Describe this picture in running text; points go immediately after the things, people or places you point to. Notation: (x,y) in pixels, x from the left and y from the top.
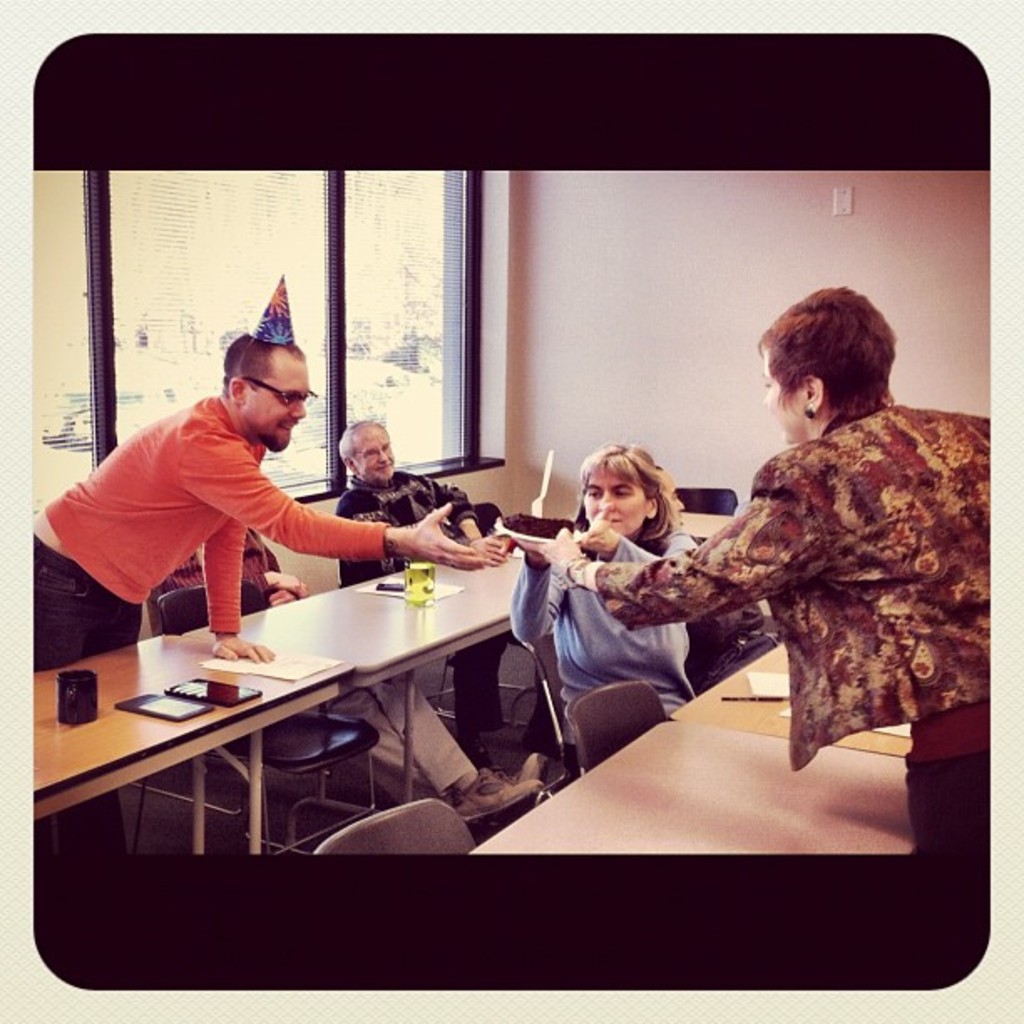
In this image we can see this people (195,565) are sitting on the chairs (197,589) near the table (391,639). We can see this persons (786,493) are standing and passing a plate (540,535). We can see papers (289,657) and mobile phones (207,684) on the table (211,729). In the background (365,291) we can see glass windows (365,291).
